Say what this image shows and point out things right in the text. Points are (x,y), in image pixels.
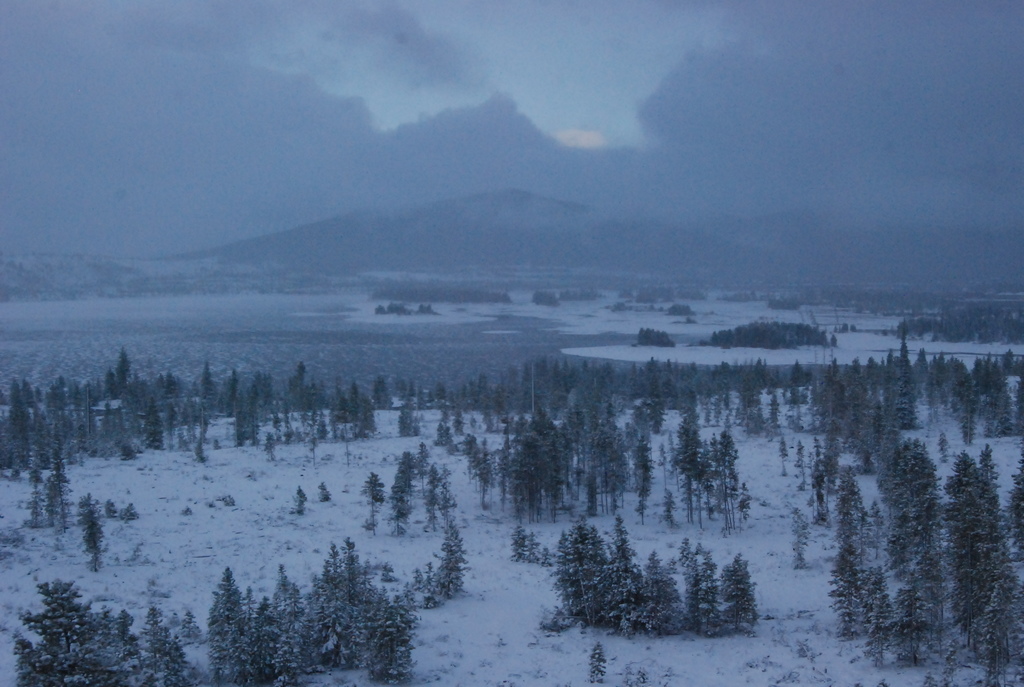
In this image I can see number of trees (351,410), clouds (431,198), the sky (431,198) and I can also see snow (332,448) on ground (483,436).
